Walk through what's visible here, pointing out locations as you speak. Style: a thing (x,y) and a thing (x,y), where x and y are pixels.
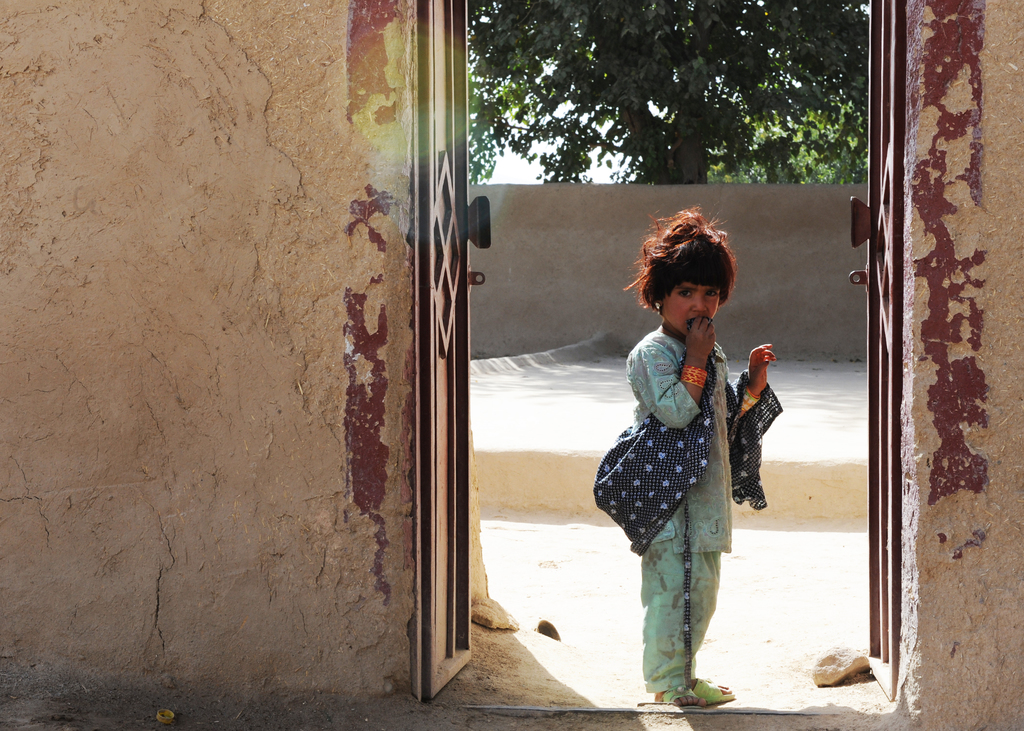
In this image we can see a child (656,572) standing on the ground (751,672). We can also see a door (463,620), the walls (629,297), some trees (687,148) and the sky (611,160).
